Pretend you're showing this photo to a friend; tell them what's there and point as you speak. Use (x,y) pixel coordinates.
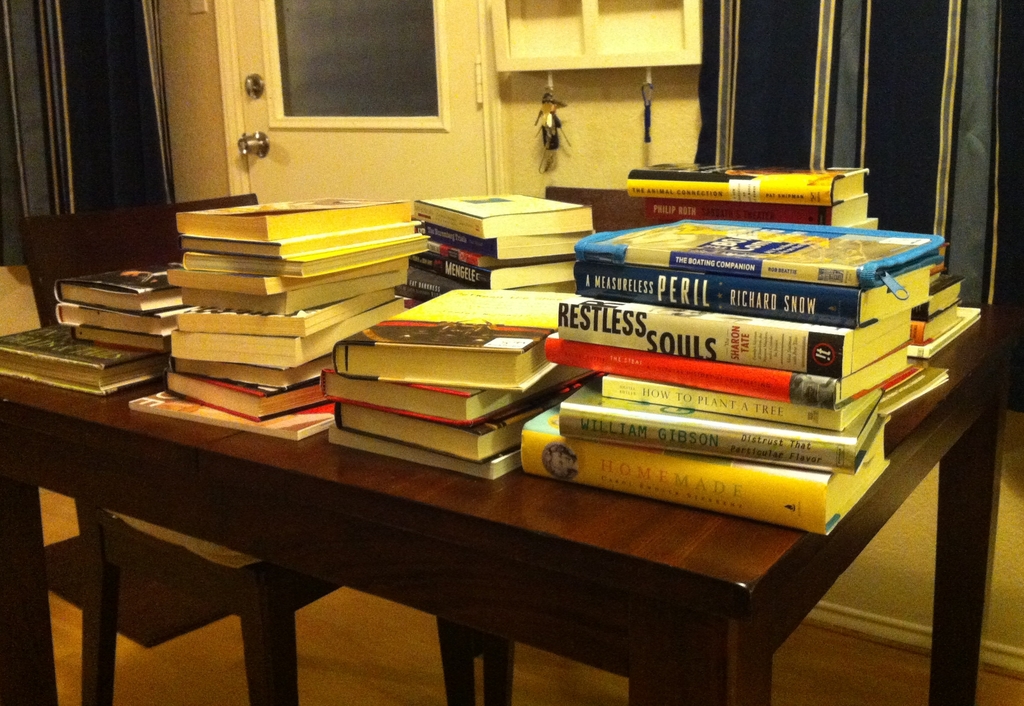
In a picture consists of table (278,514), books (460,254), chair (227,564), door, curtain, keys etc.
